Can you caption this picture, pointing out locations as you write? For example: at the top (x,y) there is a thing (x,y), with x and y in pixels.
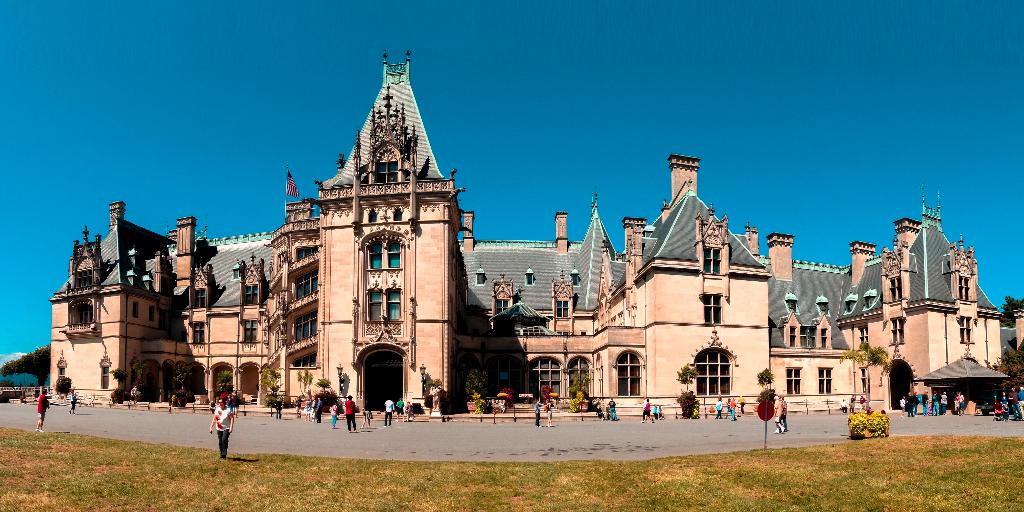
In this image I see a building (441,306) and I see the grass (297,478) over here and I can also see the plants (318,395) and trees (578,379) and I see number of people (282,410) and I see a flag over here. In the background (635,197) I see the blue sky (502,199).
